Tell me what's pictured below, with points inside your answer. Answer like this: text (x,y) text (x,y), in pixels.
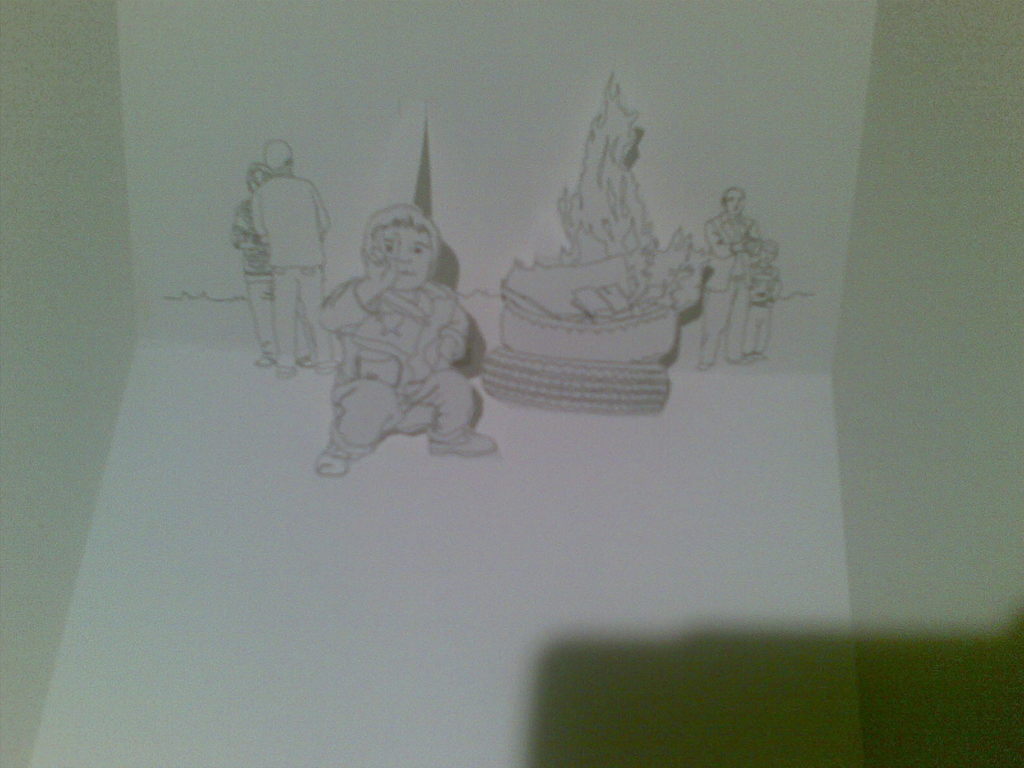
In this picture we can observe a sketch (516,312) on the paper (275,300). We can observe some people (367,325) in the sketch (321,305). The paper (237,324) is in white color. We can observe a shadow (796,678) on the right side (770,684).
